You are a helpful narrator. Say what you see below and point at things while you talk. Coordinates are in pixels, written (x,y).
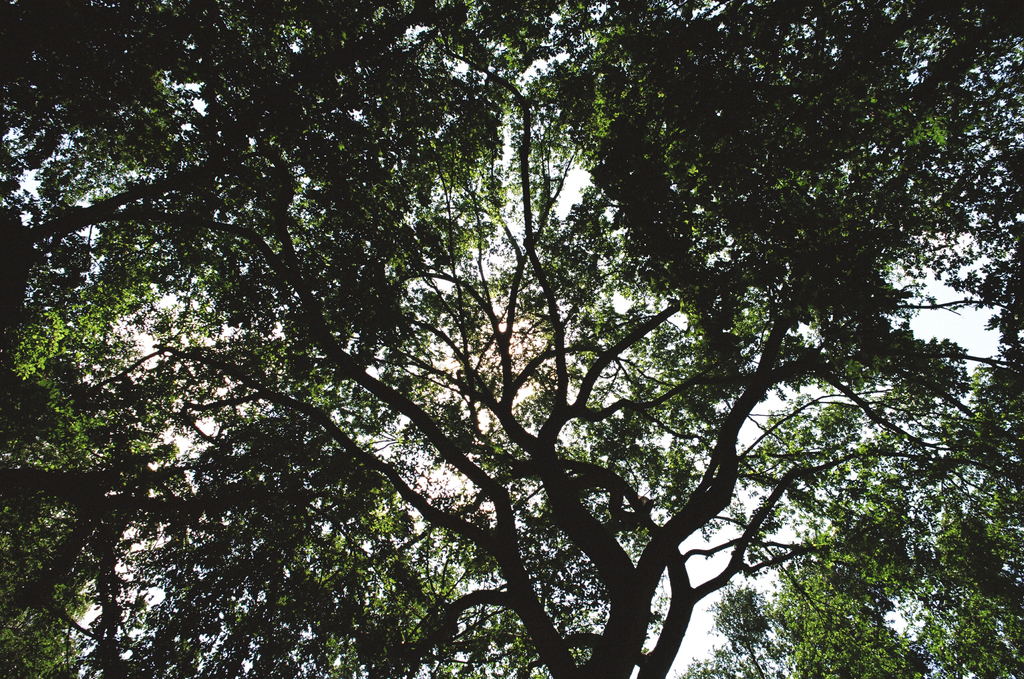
In this image, we can see some green color trees (983,568), in the background (766,417) there is a sky (818,393).
